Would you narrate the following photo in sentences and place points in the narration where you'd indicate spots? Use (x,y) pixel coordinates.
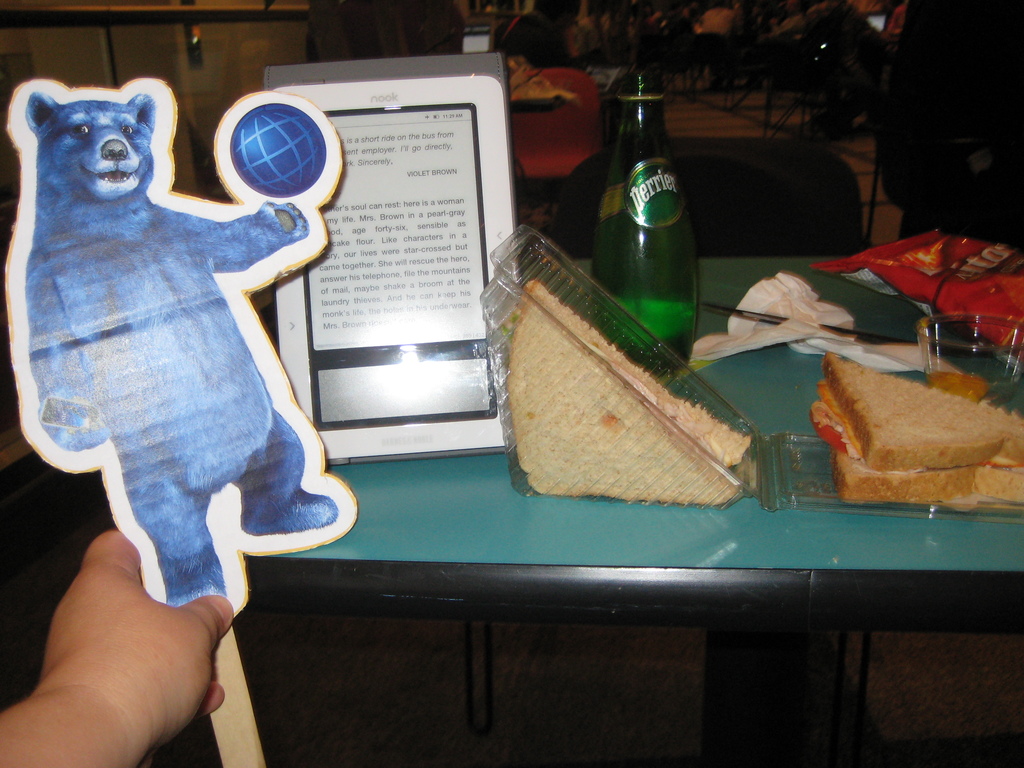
In this picture there is a table (745,542) on which food items (644,395), water bottles (683,291), tissue papers (773,310) and bowls (949,345) were placed along with a tablet (406,369). There is a picture (211,356) of a bear (115,327) with a ball (264,157) in front of a table (350,590). In the left side (159,663) corner there is a human hand (86,661).
